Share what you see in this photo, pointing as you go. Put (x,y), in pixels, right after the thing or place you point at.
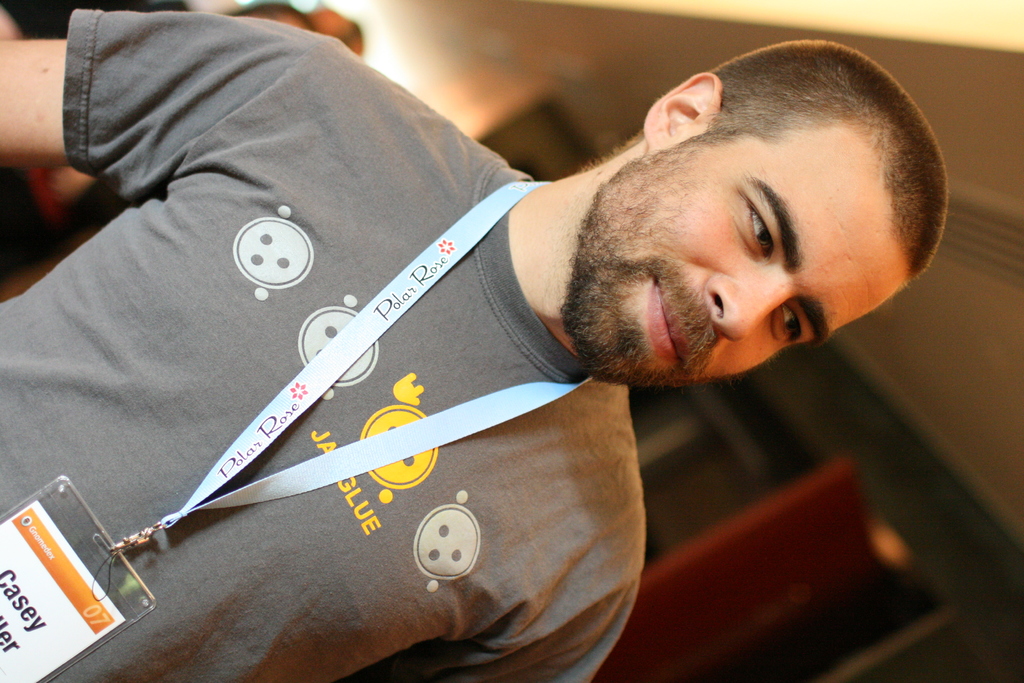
In this image we can see a man (435,493) standing wearing an id card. On the backside (832,507) we can see a door (847,490) and a roof (934,395).
